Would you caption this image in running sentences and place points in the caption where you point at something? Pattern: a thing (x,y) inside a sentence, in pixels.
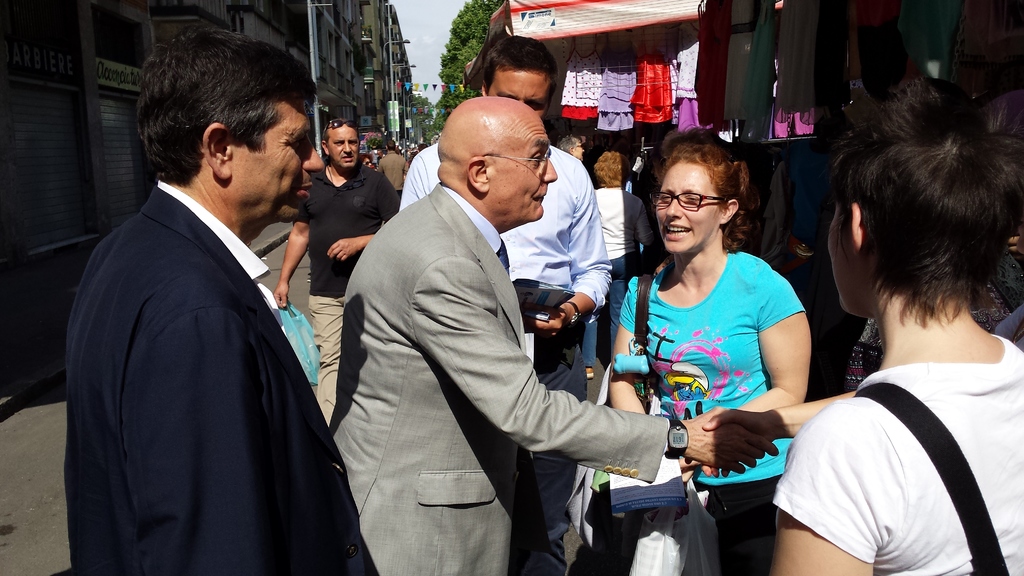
In this image there are people (726,505) standing on the road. There is a woman (684,344) wearing a bag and holding a cover (716,526). In the background (341,38) there are many buildings (301,49) and also poles (391,82) and trees (475,25). There are clothes (649,74) under the roof (597,10) in this image.
